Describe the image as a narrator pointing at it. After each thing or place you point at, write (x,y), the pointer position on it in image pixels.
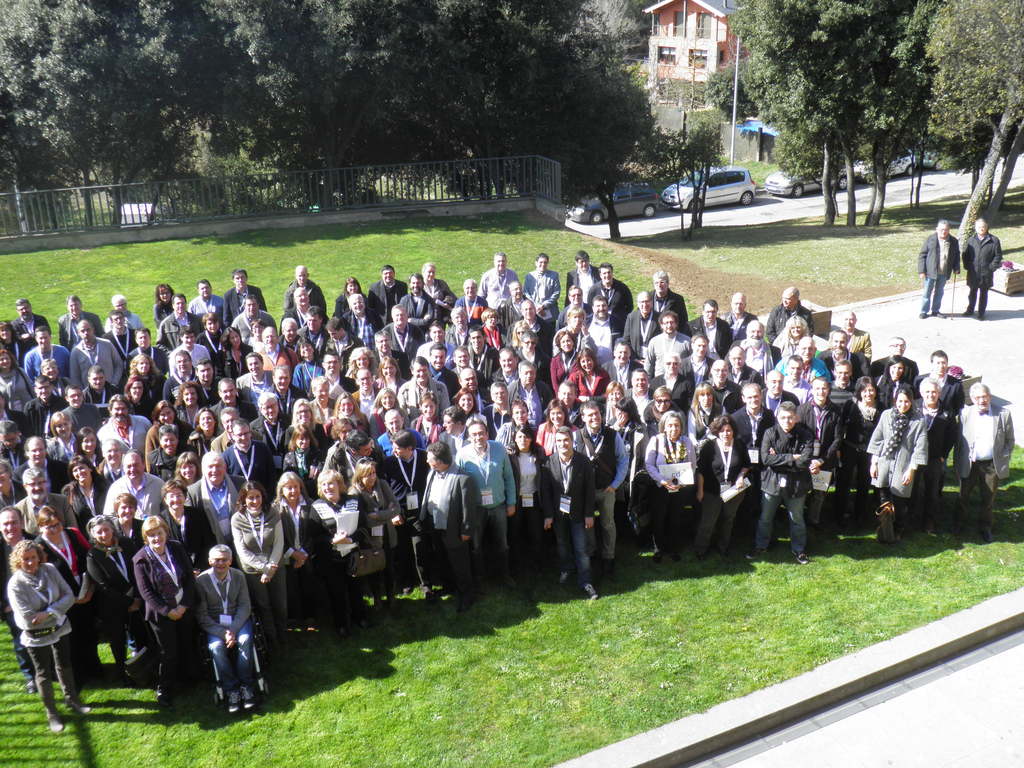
In this image I can see number of persons (500,349) are standing on the ground (572,626). I can see some grass (532,608) on the ground (604,608), few vehicles (682,187) on the road (709,207), the railing (387,171), few trees (324,118) which are green in color and a building (700,46).
